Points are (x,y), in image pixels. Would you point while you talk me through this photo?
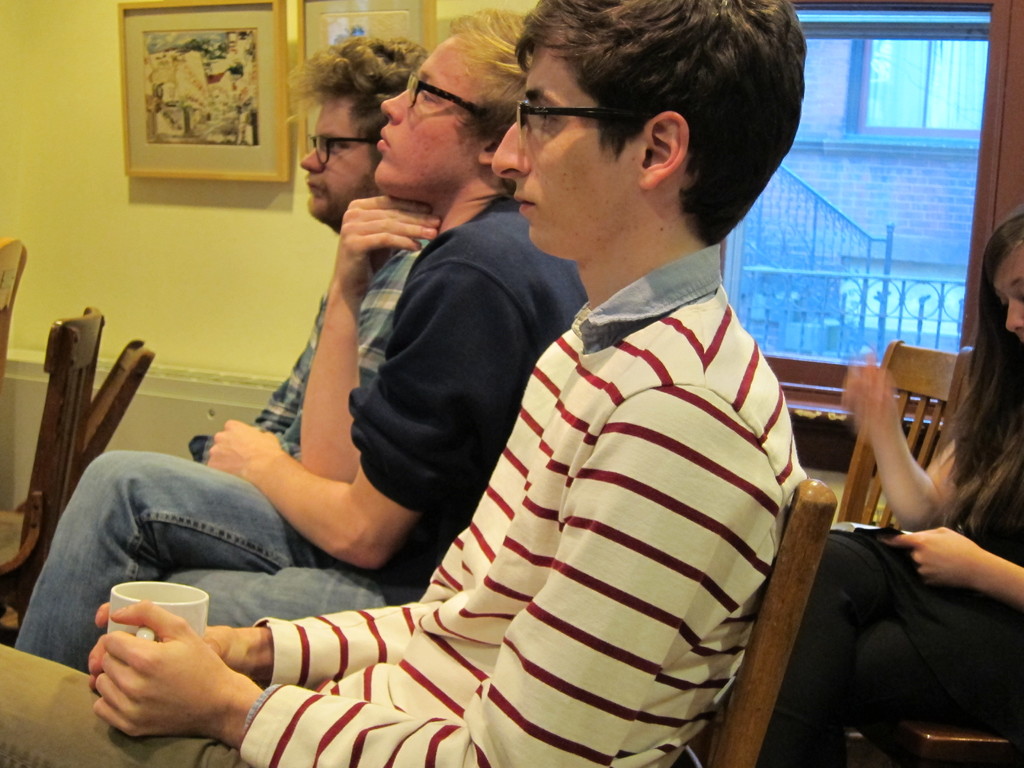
In this image there are people (675,515) are sitting on chairs (874,502), in the background (9,43) there is a wall (9,43) to that wall (82,53) there is a window (890,265) and frames (215,81).
